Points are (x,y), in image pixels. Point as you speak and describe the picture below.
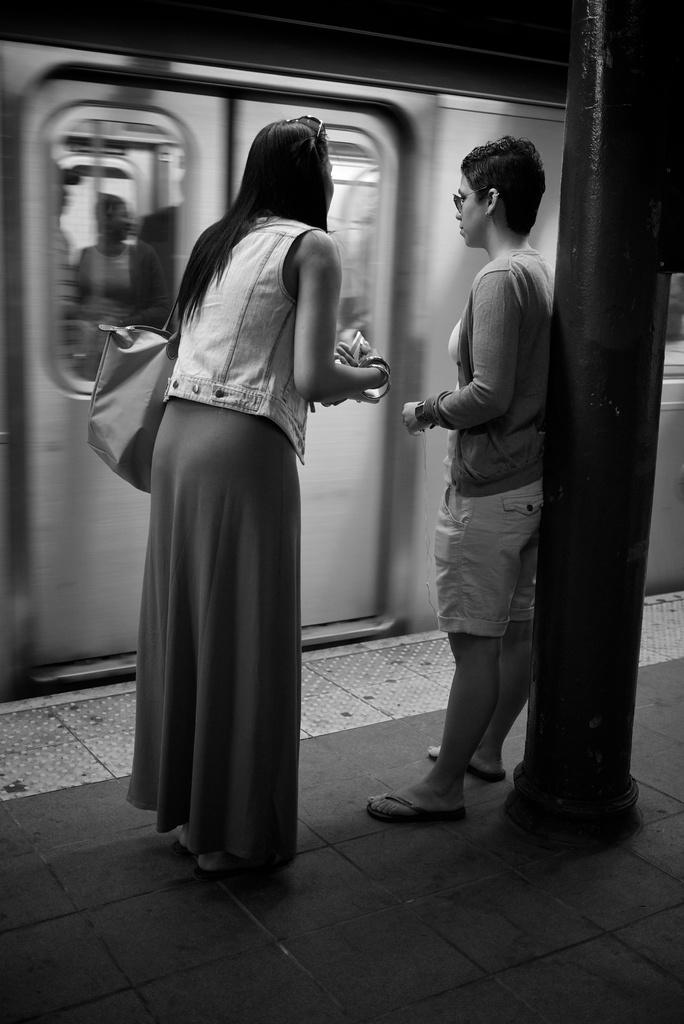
In the picture I can see a woman (274,451) and a person (463,538) are standing on the ground (413,828). I can also see a train (322,608), a pole (574,409) and doors (321,415). This picture is black and white in color.
